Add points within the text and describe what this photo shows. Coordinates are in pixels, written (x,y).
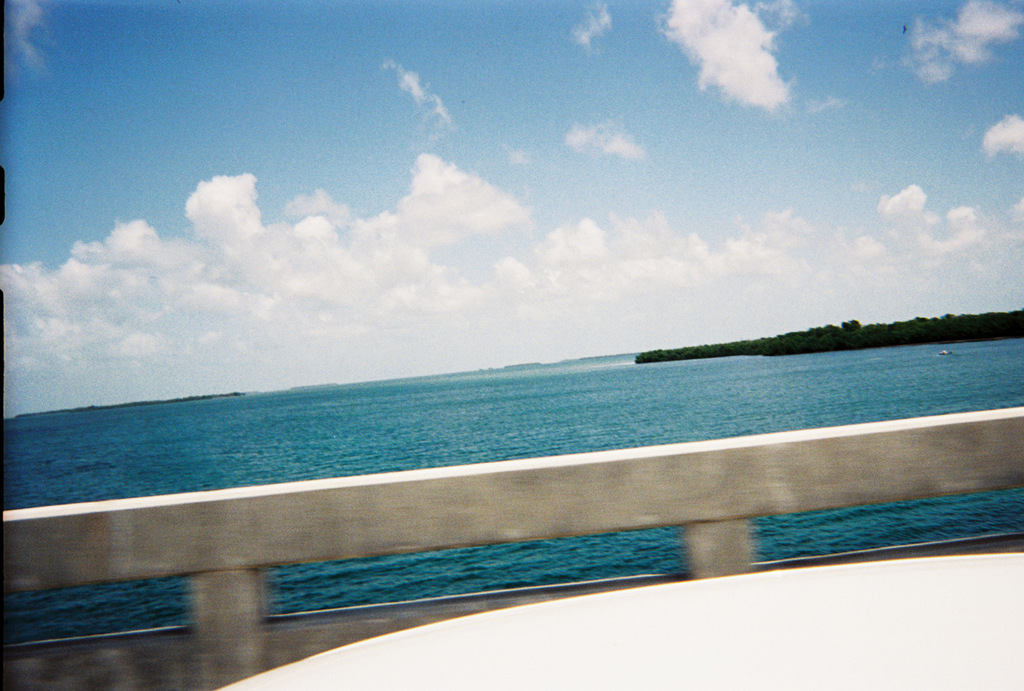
In this picture we can see an object (644,636) and fence (716,552), beside the fence (693,461) we can see water (543,416) and trees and in the background (842,187) we can see sky (839,200) with clouds (1006,22).
